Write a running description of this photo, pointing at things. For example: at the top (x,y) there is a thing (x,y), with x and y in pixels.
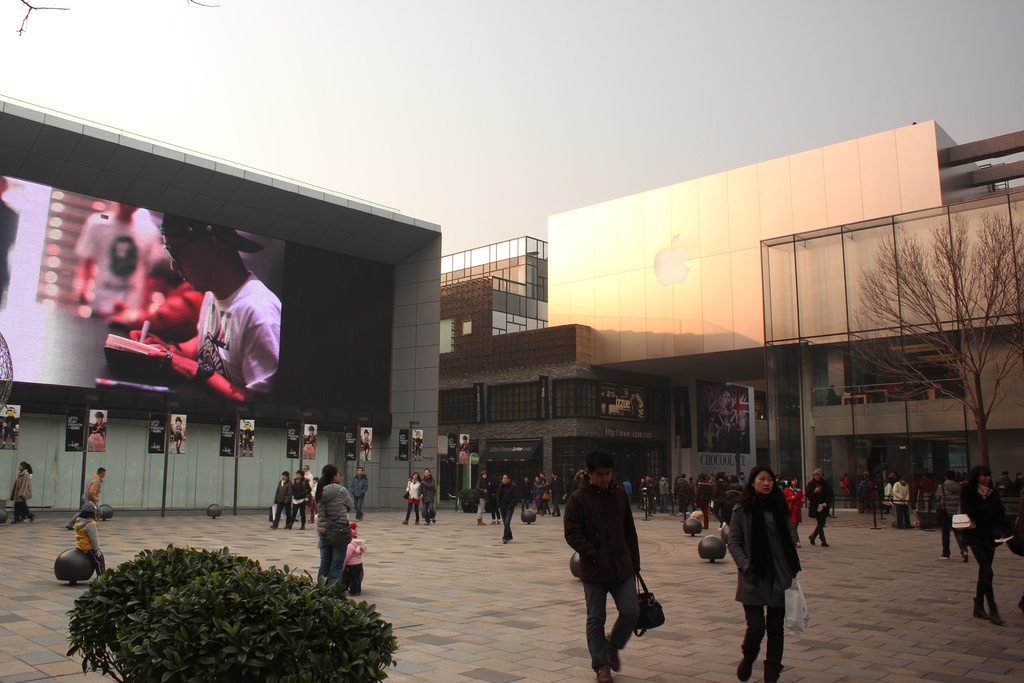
In this image we can see one big glass building (644,278), so many people (760,484), one big screen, some poles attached with banners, some objects (221,514) are on the surface (113,518), one big banner (732,441) attached to the building (848,424), some people (130,285) are sitting and some people (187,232) are holding some objects (158,346). There are some chairs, tables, some people (734,496) are standing, some trees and some people (964,508) are walking. At the top (811,57) there is the sky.
